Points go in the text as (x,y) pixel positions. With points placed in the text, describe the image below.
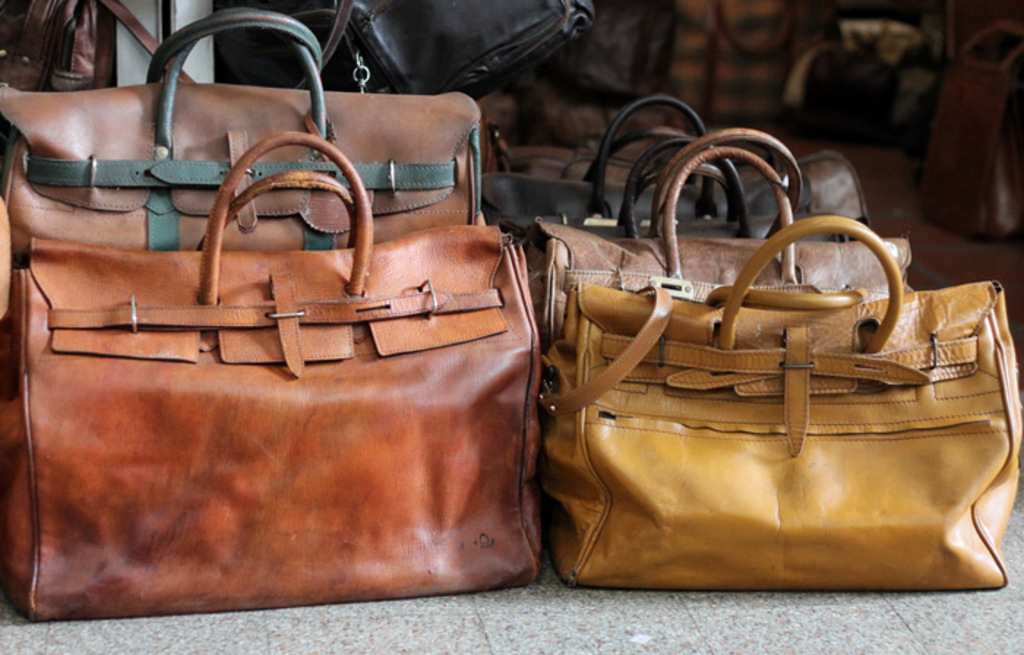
This is the picture of a brown color leather hand bag (33,543) in the background (586,111) there are group of handbags (570,118).
